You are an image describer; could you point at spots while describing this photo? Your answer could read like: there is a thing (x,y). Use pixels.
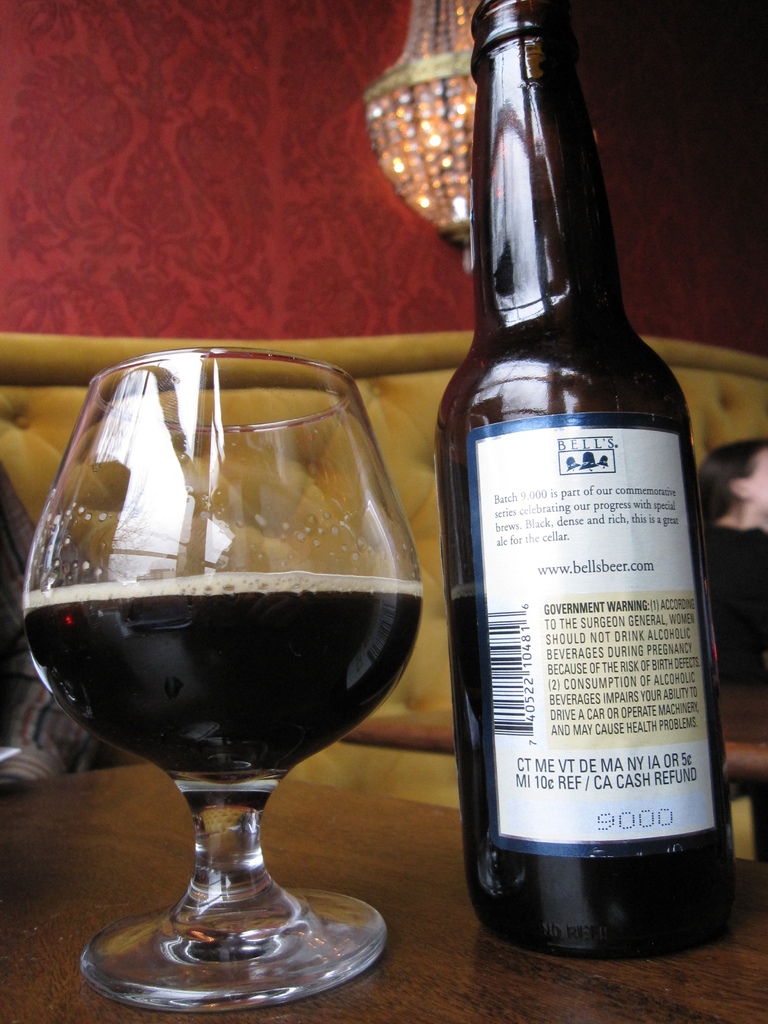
In this picture, we see a table (433,936) on which a glass (327,589) containing the liquid (357,577) and a glass bottle (515,507) are placed. On the left side (2,682), we see the hand (65,721) of a man (26,737). On the right side (761,594), we see a woman (756,607) is sitting on the sofa (7,408). In the background (389,431), we see a sofa (427,520) and behind that, we see a wall (230,232) in red color. At the top (435,107), we see the chandelier (383,87).
